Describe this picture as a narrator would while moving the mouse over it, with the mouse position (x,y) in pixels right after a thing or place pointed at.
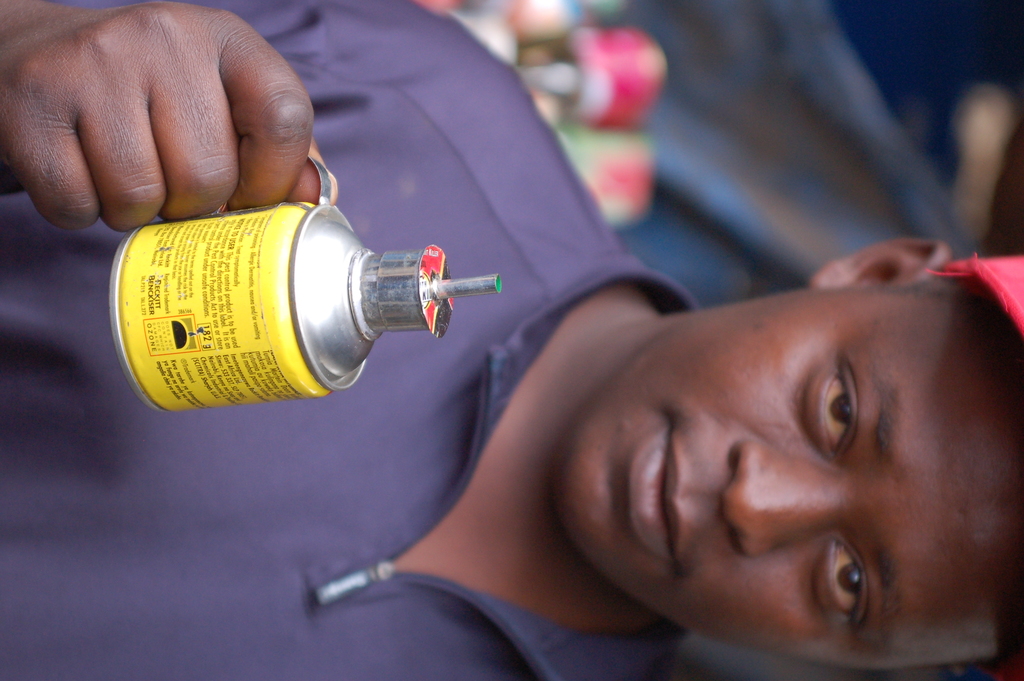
In this image we can see a man (506,302) holding container (268,254) in his hand (115,146).
